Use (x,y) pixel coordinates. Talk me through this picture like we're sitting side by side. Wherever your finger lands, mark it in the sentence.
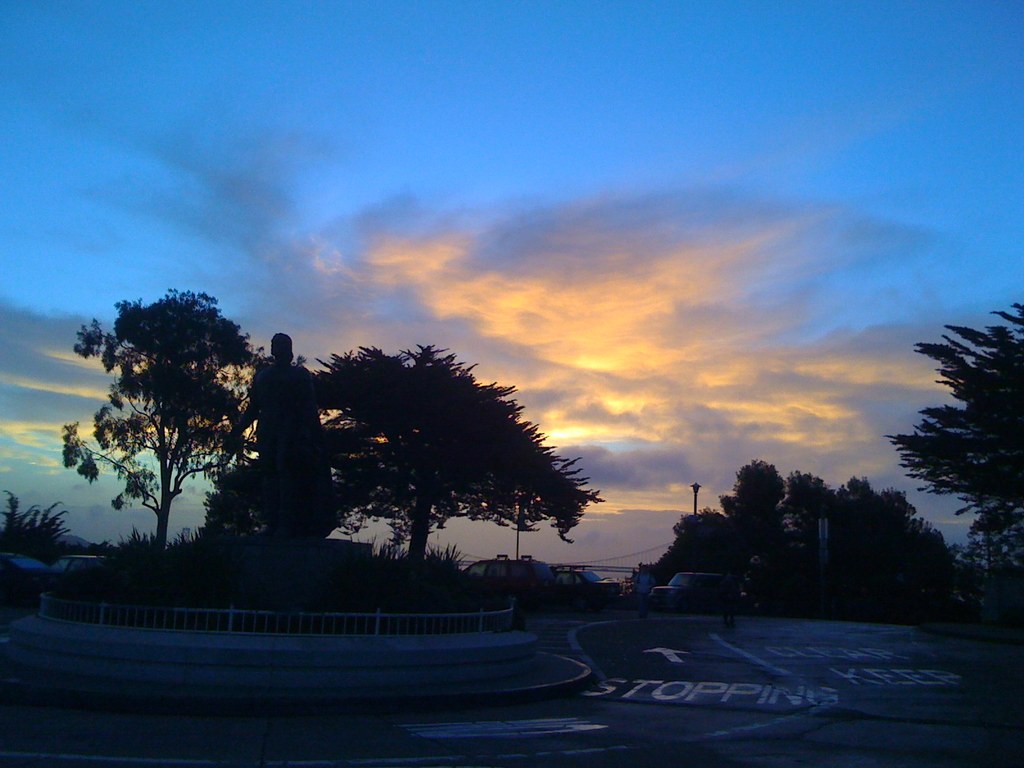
In this image we can see a statue (286,426), railing (283,613), there are few vehicles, people (639,577), some text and symbol (674,651) on the road (687,684), there are few trees (734,556), a pole (698,506) and the sky (495,131) with clouds (679,307) in the background (675,336).
